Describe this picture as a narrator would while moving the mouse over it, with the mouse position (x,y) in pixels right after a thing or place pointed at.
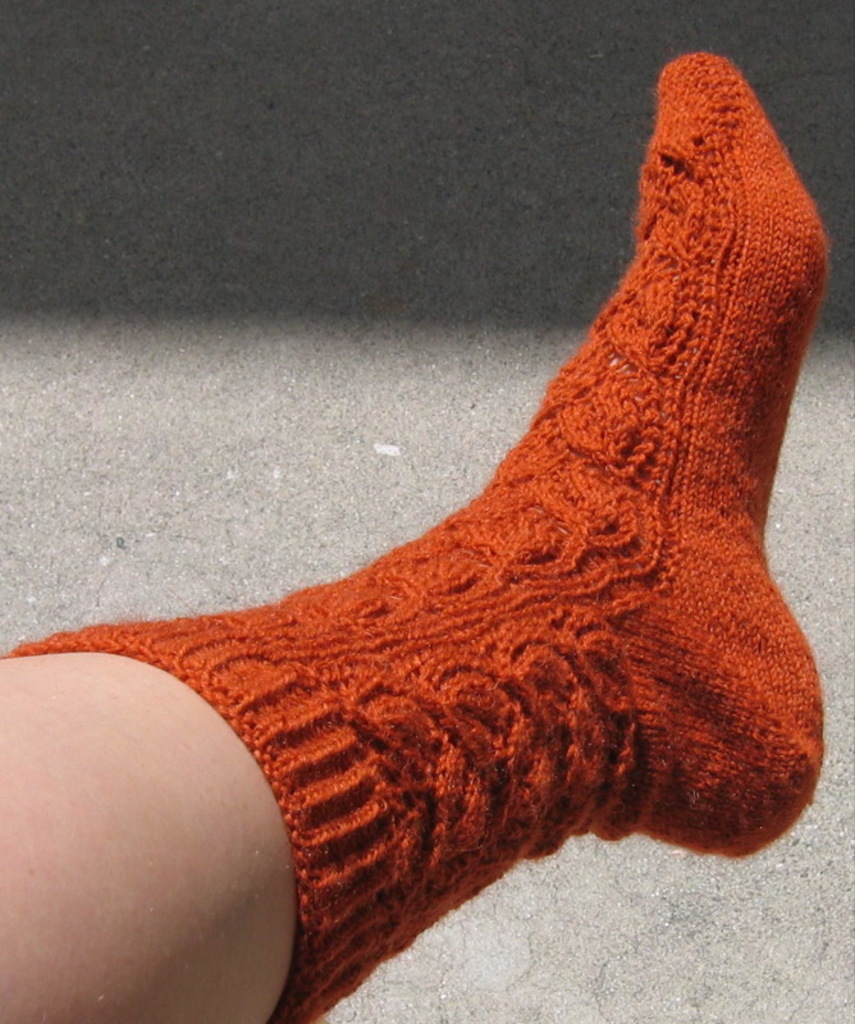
Here we can see a person (207,770) wore a sock (228,657) to his leg (228,657) and this is floor (616,923).
